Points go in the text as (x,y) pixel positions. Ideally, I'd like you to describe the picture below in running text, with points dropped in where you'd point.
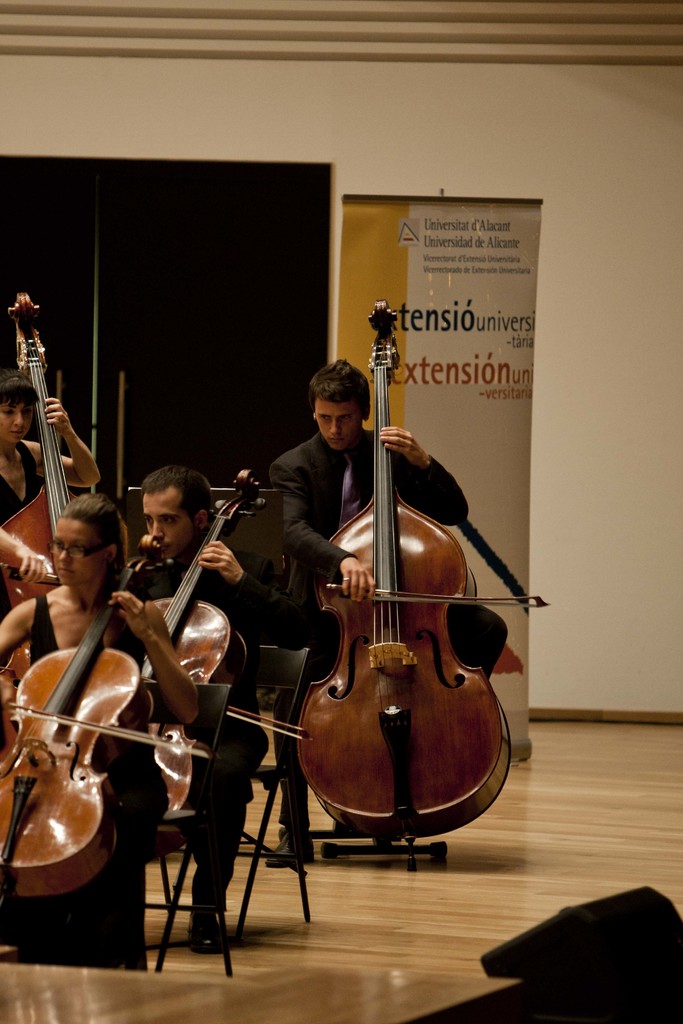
Four people (229,563) are holding string instruments (201,634) and playing. In the front (202,704) two persons (135,836) are sitting on chairs (260,848). In the background (482,360) there is a banner (462,306) and a wall (347,129) also a door (178,289) is there.
